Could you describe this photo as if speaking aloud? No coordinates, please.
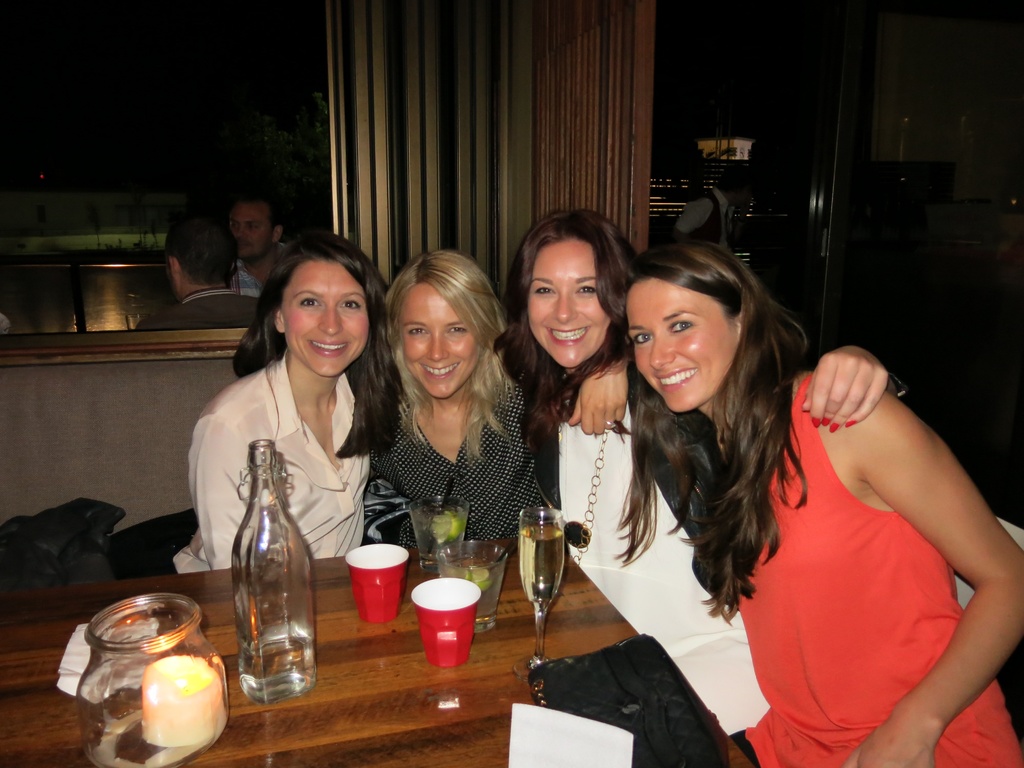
In the picture four women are sitting on the chairs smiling in front of the table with wine glass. In background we can find two men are also sitting.
